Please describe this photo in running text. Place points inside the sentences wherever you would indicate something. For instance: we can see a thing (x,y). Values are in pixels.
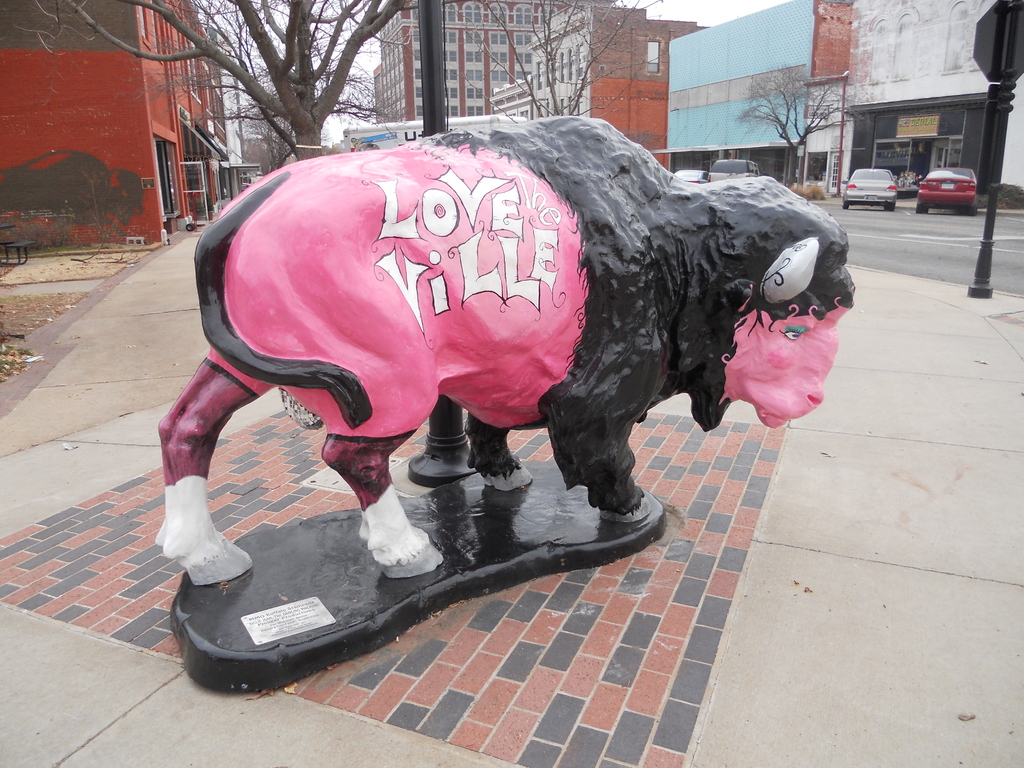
In this image there is a depiction of a bison (752,345) on the pavement (761,573), there are few vehicles (851,183) parked in a side of a road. In the background (895,104) there buildings (65,96) and trees (782,82).
